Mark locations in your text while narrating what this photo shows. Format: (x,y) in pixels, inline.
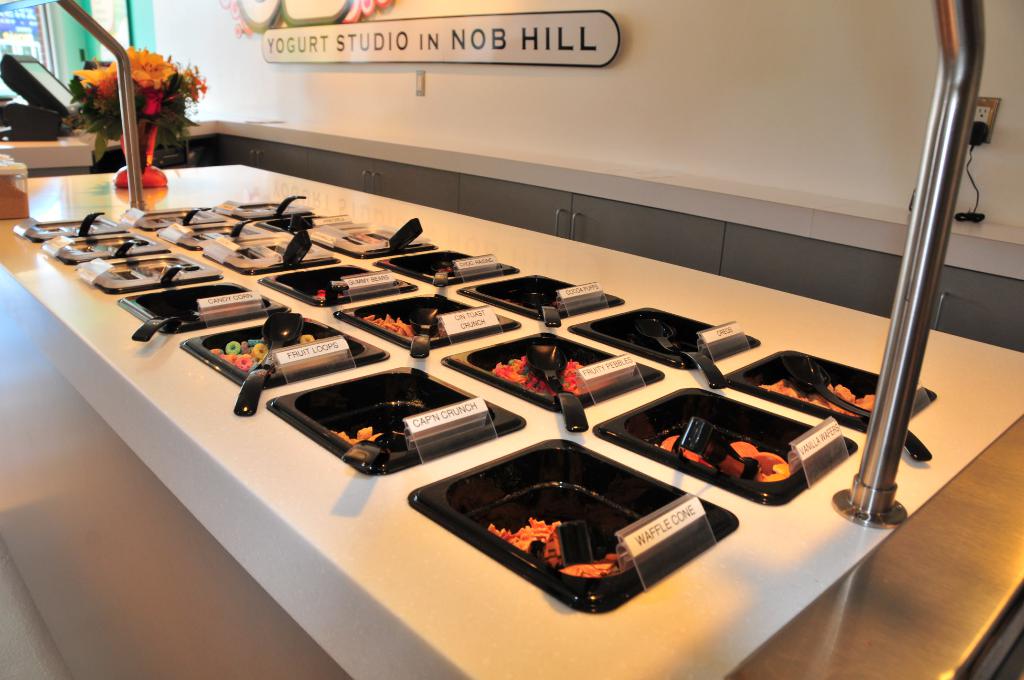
In the middle of the image (504,260) we can see a table (775,321), on the table (530,265) we can see some dishes (122,242) and spoons (284,206). Behind the table (188,194) there is wall (833,162), on the wall (867,52) there is a frame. On the table (169,186) there is a flower vase (75,81).
